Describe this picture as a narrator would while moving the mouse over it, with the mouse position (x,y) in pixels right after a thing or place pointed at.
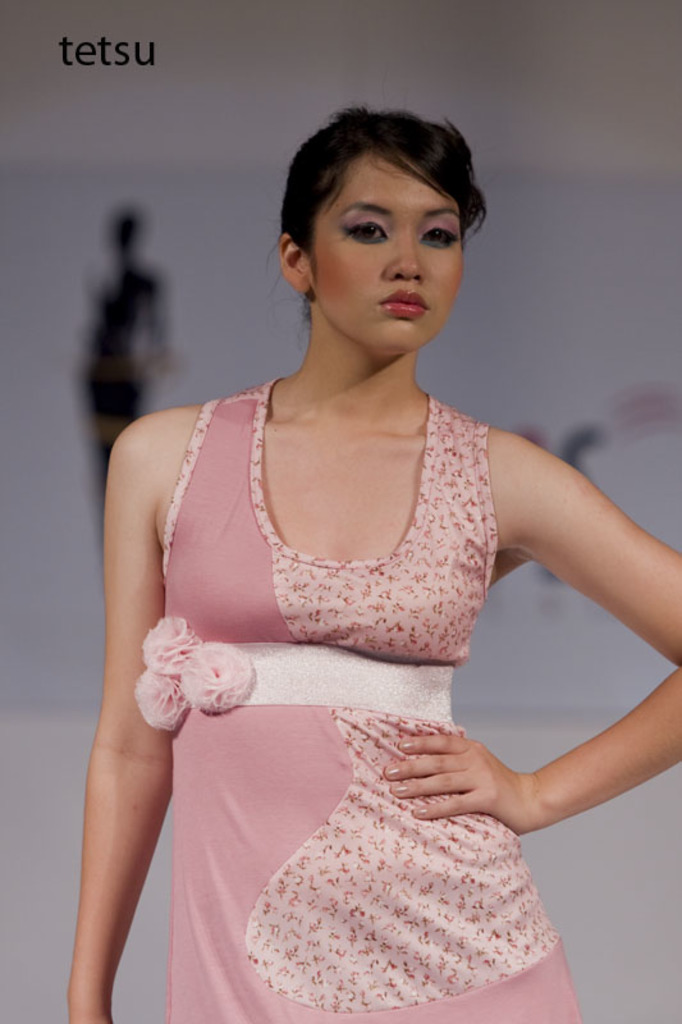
In the picture there is a woman (188,518), she is wearing pink dress (338,933) and the background of the woman (355,632) is blur.
